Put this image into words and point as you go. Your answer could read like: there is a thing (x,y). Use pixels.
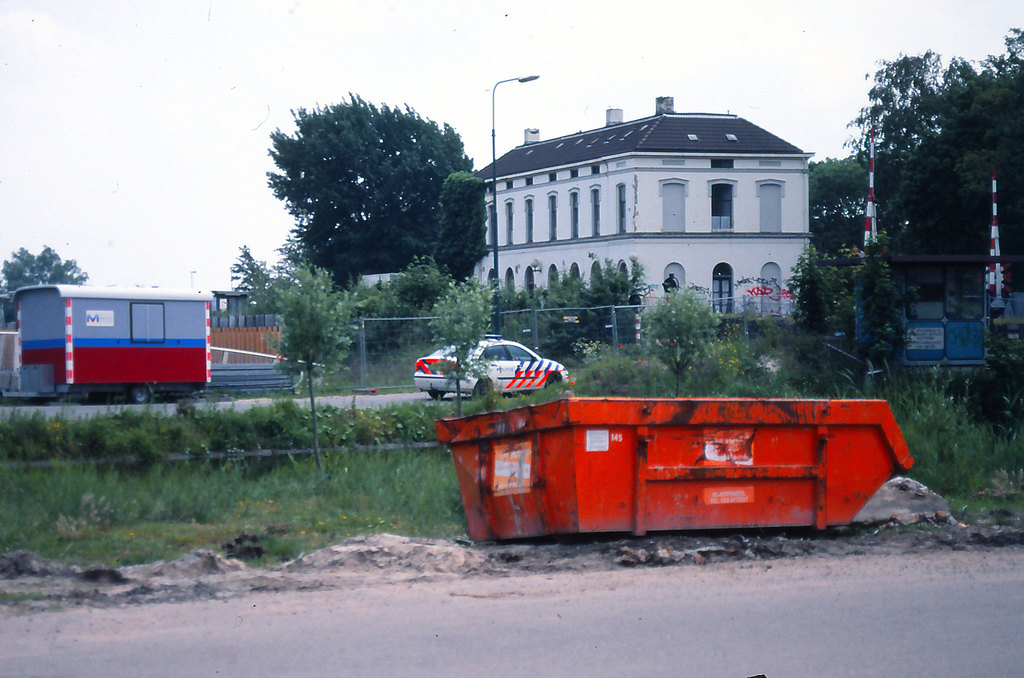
At the bottom of this image (674,611), there is a road (675,611). In the background (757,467), there is an orange color object (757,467), there are trees (373,162), two vehicles (518,356) on a road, a building (643,221), poles (995,223), plants (878,330) and grass (266,487) on the ground (284,472) and there are clouds (330,72) in the sky (591,50).
